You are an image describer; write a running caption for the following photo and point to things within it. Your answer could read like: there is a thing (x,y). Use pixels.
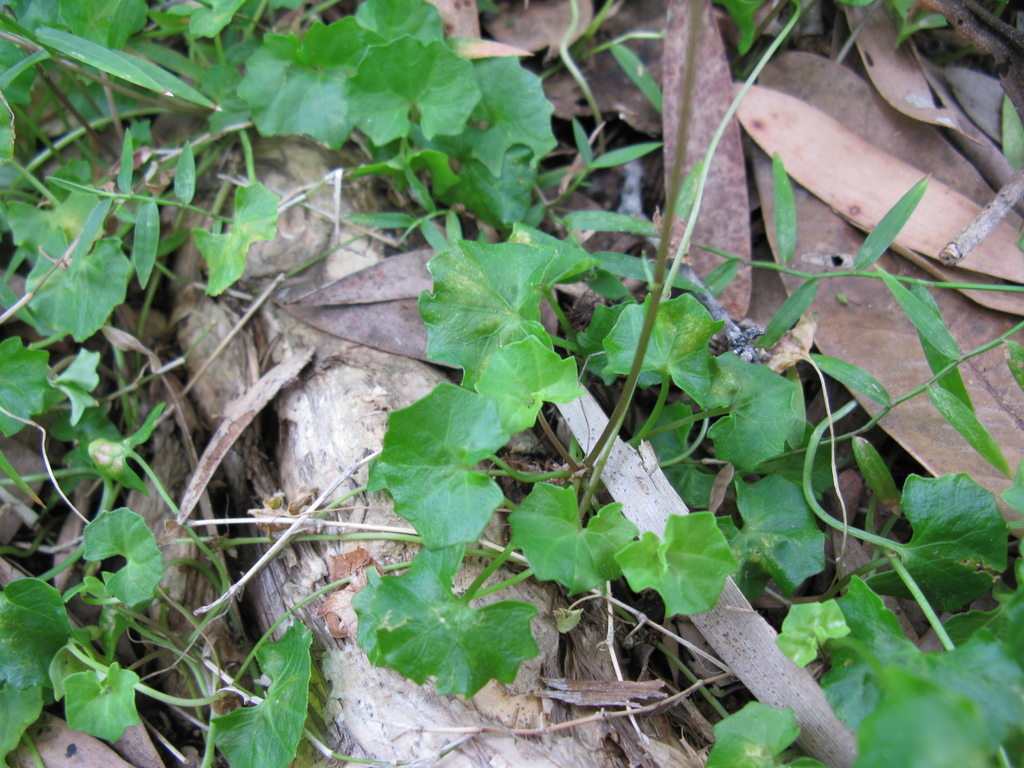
In this image, we can see some plants (224,258) and wood (314,254). We can see some dried leaves (370,344).
